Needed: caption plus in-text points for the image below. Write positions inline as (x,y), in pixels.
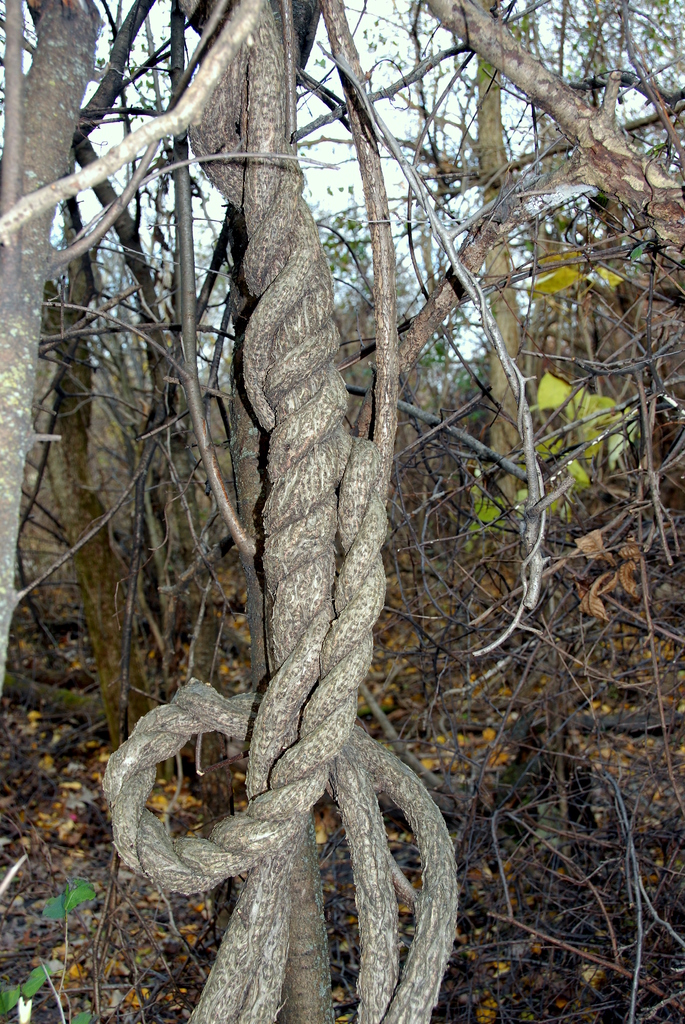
In this image there are trees (231,439) and on the ground (549,876) there are dry leaves (408,840).
